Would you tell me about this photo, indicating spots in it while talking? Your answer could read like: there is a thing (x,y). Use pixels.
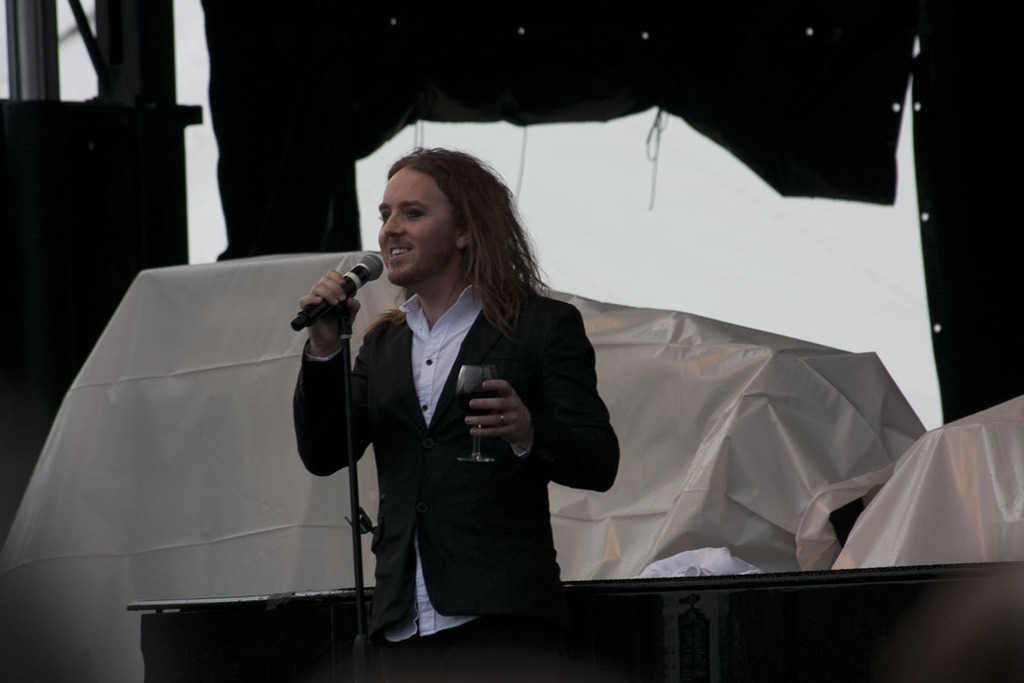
In this picture we can see a man (485,502) standing and holding a microphone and a glass of drink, there is a mike stand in front of him, in the background (688,489) there are some covers (647,404).
